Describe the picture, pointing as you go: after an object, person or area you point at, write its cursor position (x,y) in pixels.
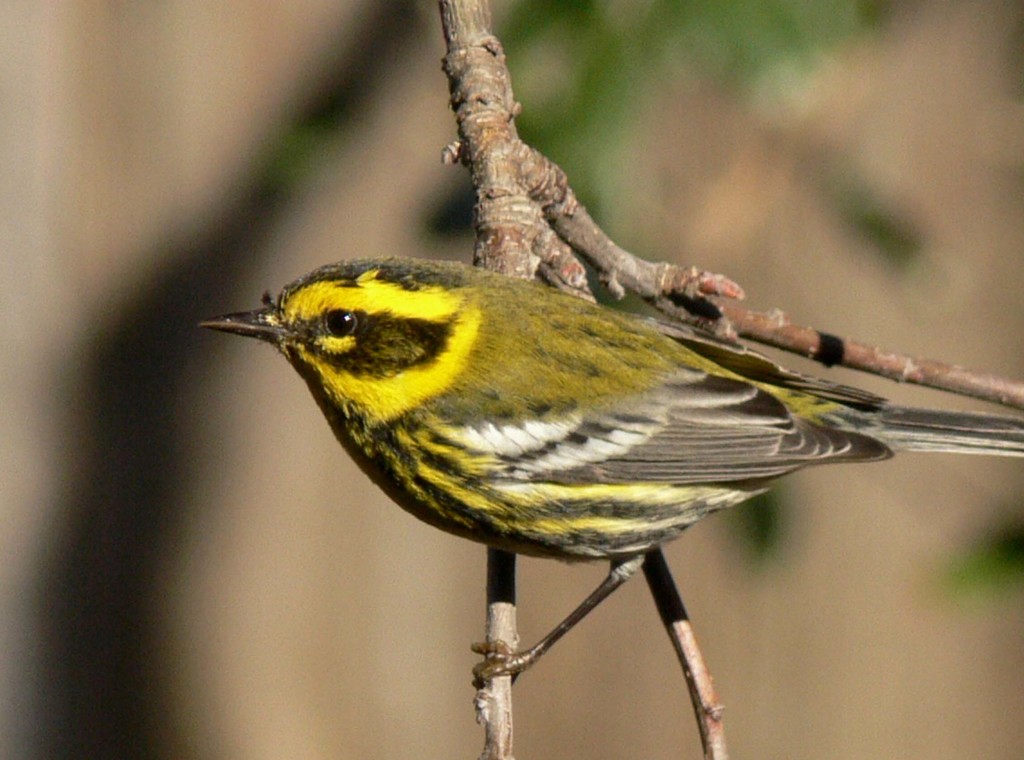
There is one bird (588,384) present on a branch (505,186) of a tree (640,274) as we can see in the middle of this image (647,290).
